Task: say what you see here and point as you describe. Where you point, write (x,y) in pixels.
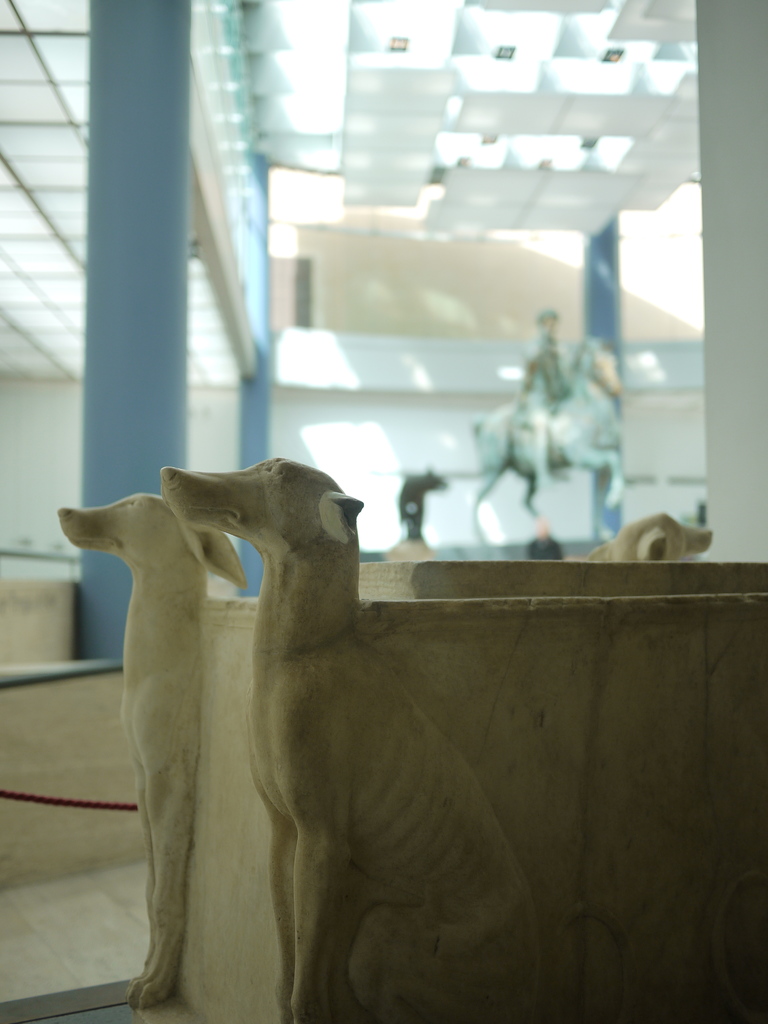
In this image I can see the stone carving (412,841) of the dog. In the background (121,208) I can see few pillars (99,140) in blue color and I can also see the statue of the person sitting on the horse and the wall (366,420) is in white color.
